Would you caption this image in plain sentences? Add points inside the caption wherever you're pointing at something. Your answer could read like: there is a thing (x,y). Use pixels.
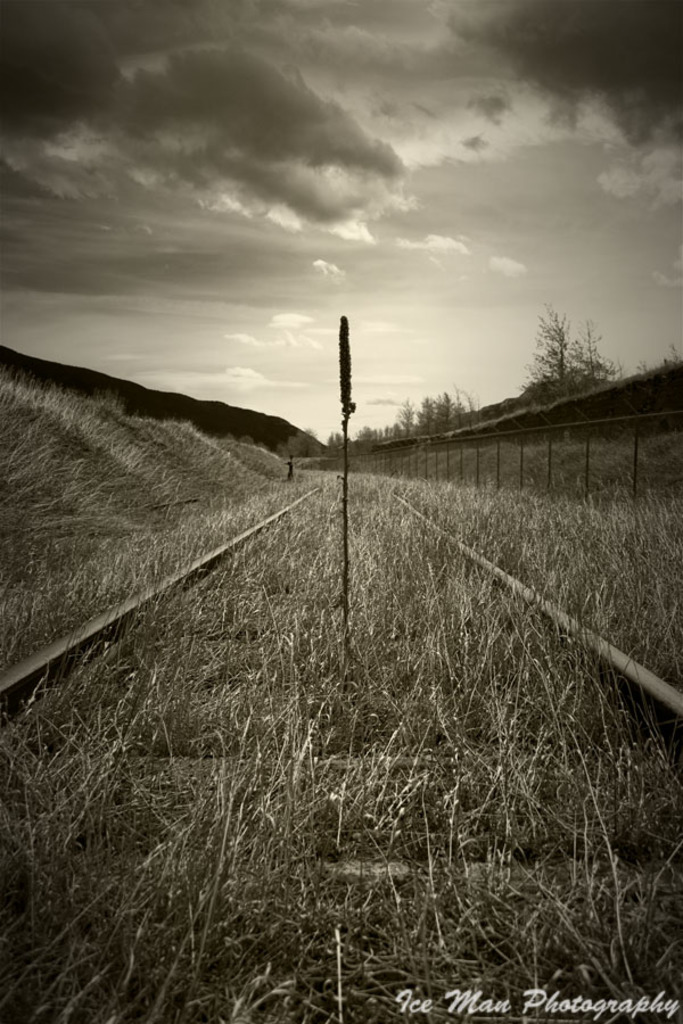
At the center of the image (384,648) there is a railway track (296,671) and dry grass (361,554). In the background (483,392) there are trees (533,383) and sky (325,326).
